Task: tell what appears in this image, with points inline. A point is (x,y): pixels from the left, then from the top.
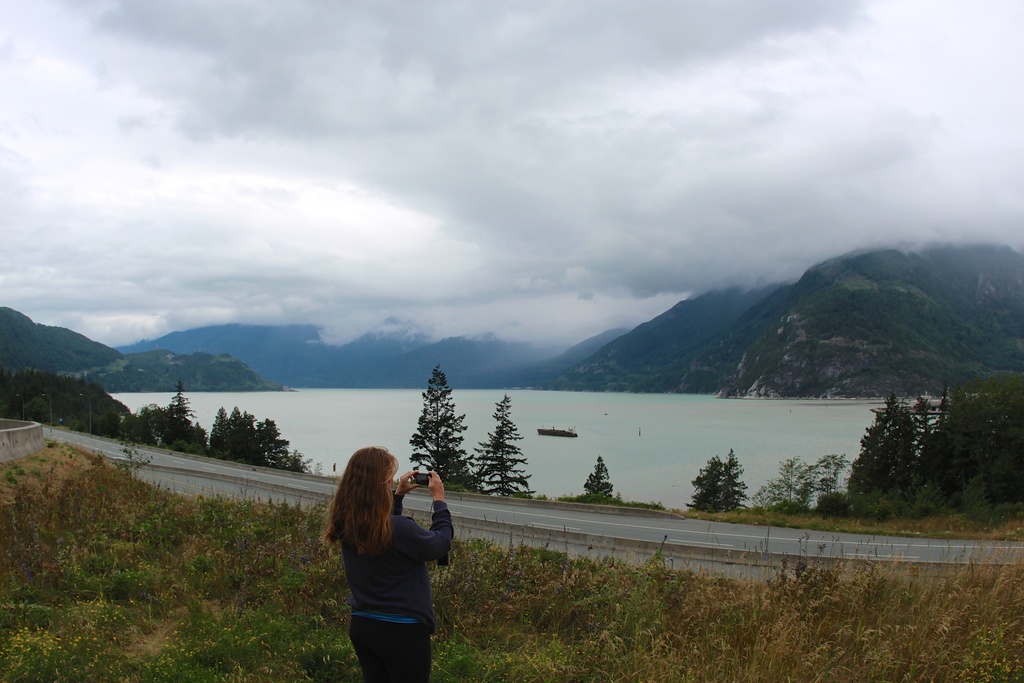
In this picture we can see a woman (376,615) holding a mobile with her hands (402,484) and standing, trees (443,476), road (92,440), mountains (72,366) and a boat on water (736,413) and in the background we can see the sky (344,252) with clouds (471,252).
